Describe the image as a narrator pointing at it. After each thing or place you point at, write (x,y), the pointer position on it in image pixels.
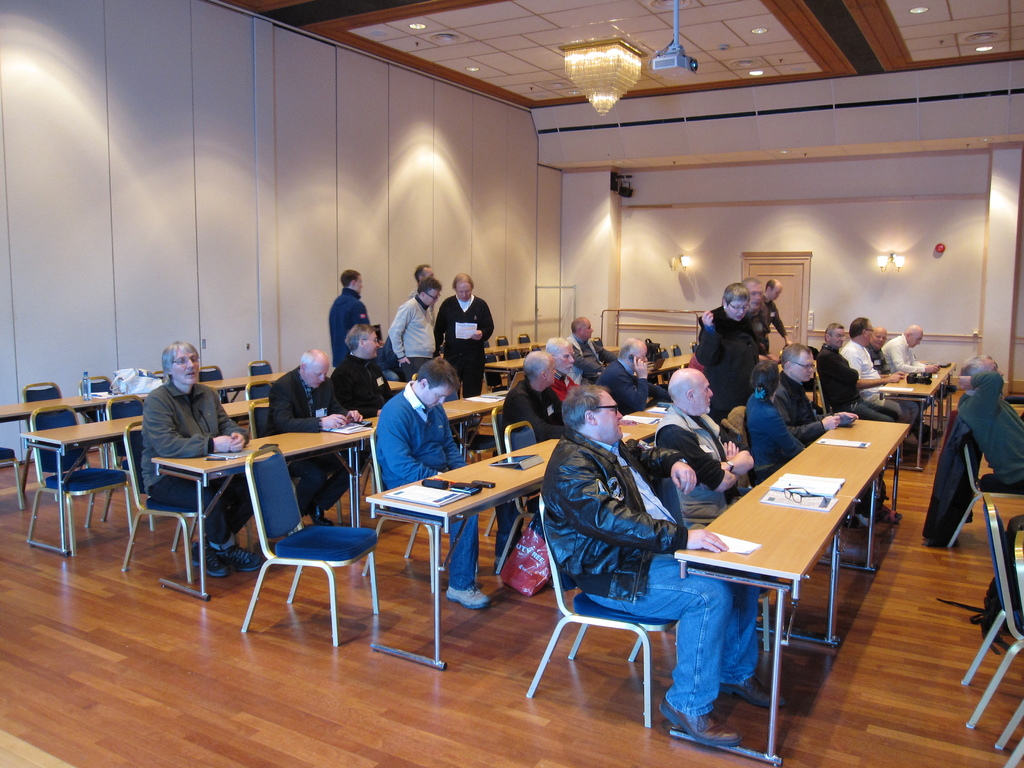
It is look like a conference room (446,609). So many peoples (578,498) are sat on the blue color chair (349,537). There are so many tables (337,436). At the left side (251,258), we can see white color wall (372,199). The right side (924,217) white color wall (881,217). Lights (891,255) are hanging. Here cream color door (791,280). At the roof (744,55), we can see chandelier (613,73), light (756,75), projector (687,62). On top of table (836,470), we can see glass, books (779,490), mobile (475,488), papers (452,495). Few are standing here and here.
